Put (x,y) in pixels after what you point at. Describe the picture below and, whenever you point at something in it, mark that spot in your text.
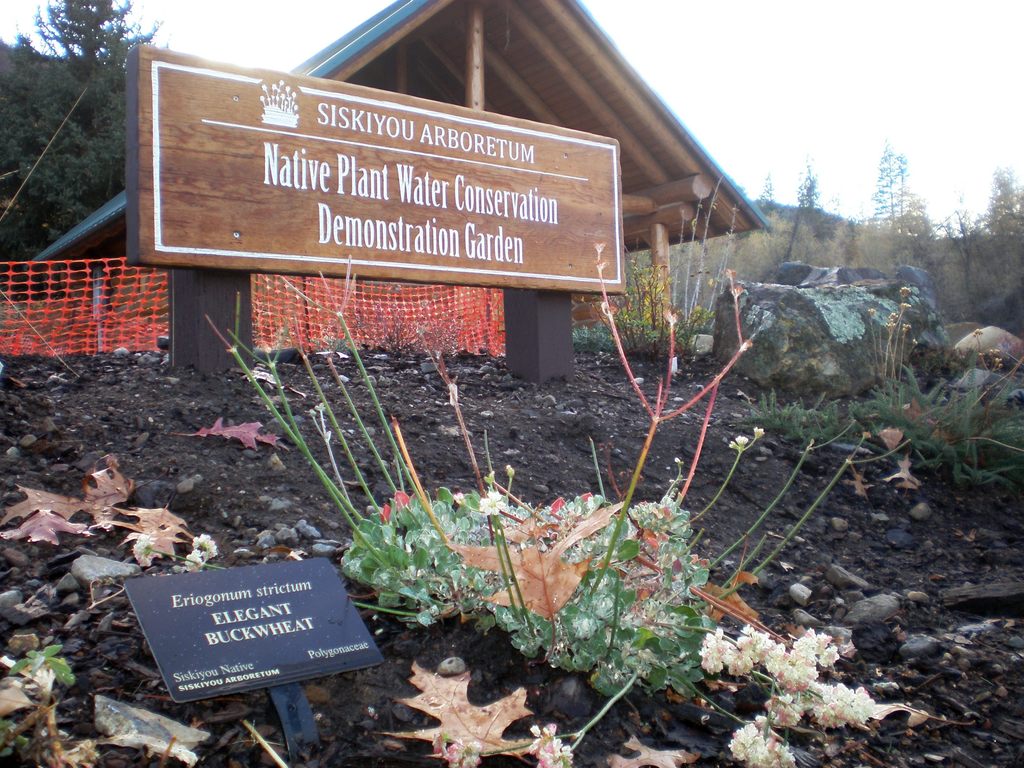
In this picture I can see the boards (426,214). I can see trees (771,262). I can see the roof (553,86) of the house (458,27). I can see the net (485,292).
